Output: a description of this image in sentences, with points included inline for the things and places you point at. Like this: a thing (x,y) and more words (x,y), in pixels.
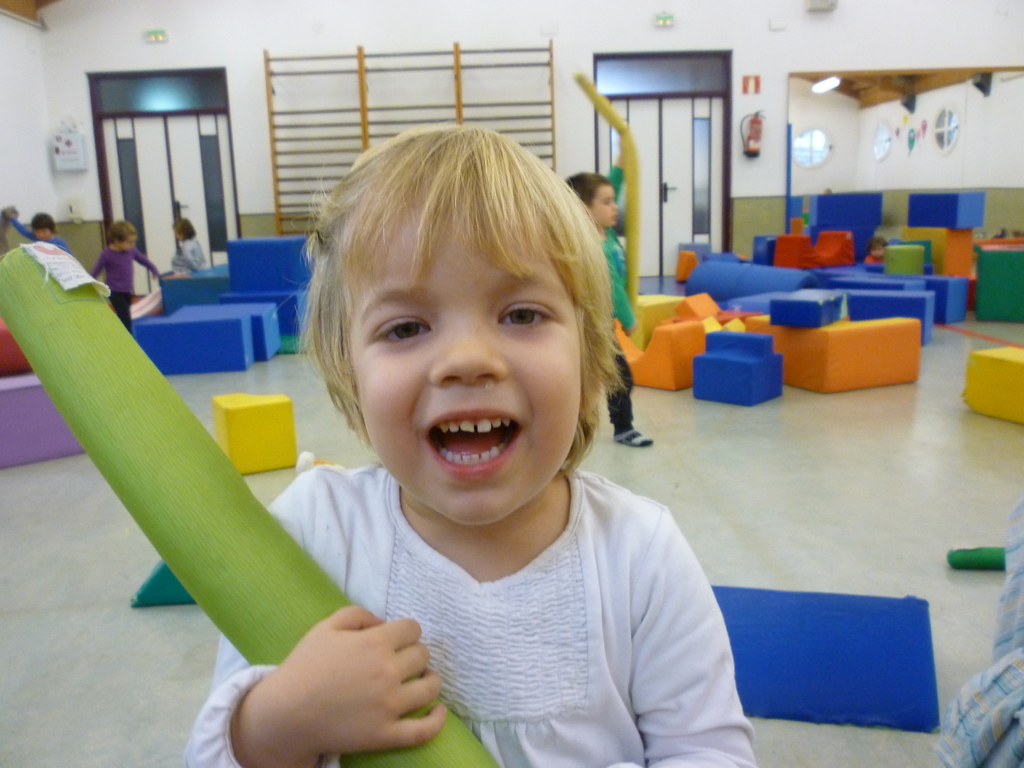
This is a girl (548,706) standing and holding an object (205,537) in her hand (351,641). These are the things (800,374), which are used in children's area (854,320). I can see few children's (111,246) standing. These are the doors (167,200) with the door handles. This looks like a mirror (975,153). I can see the reflection (854,138) of the windows (951,136) and roof (885,82) in the mirror (886,128).
